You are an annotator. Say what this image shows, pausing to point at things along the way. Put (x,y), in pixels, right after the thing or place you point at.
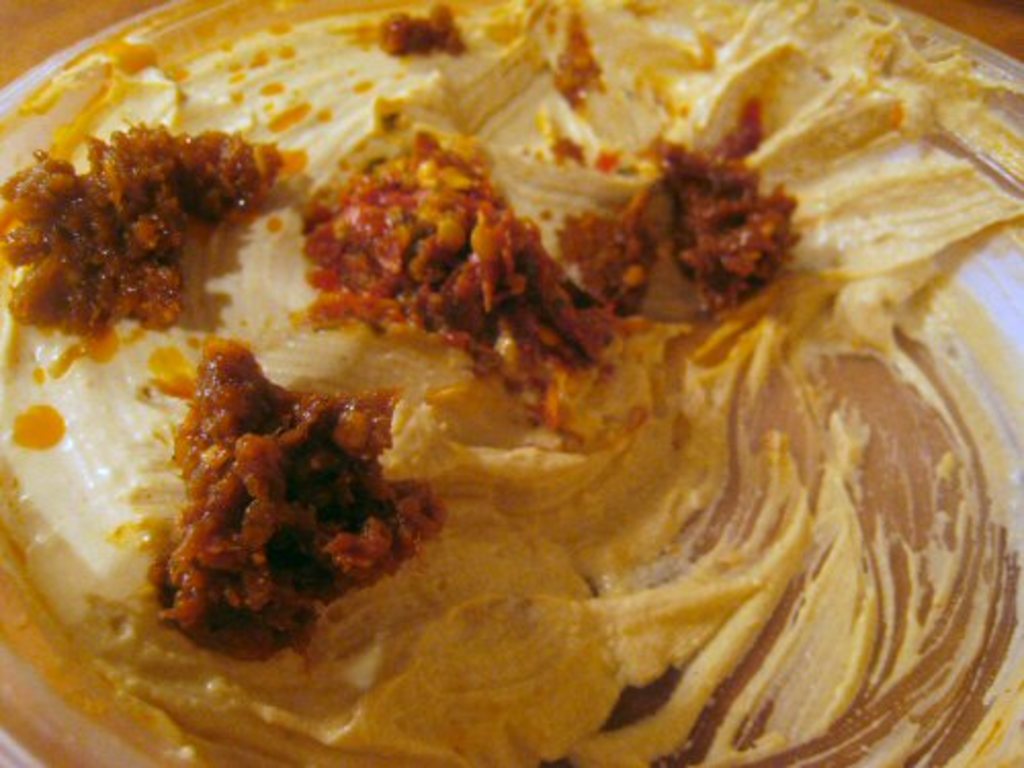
Here we can see gravy food item (120,259) on a cream (362,368) in a bowl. At the top (123,19) on the left (123,19) and right side (1000,15) corners we can see a platform (77,11).
